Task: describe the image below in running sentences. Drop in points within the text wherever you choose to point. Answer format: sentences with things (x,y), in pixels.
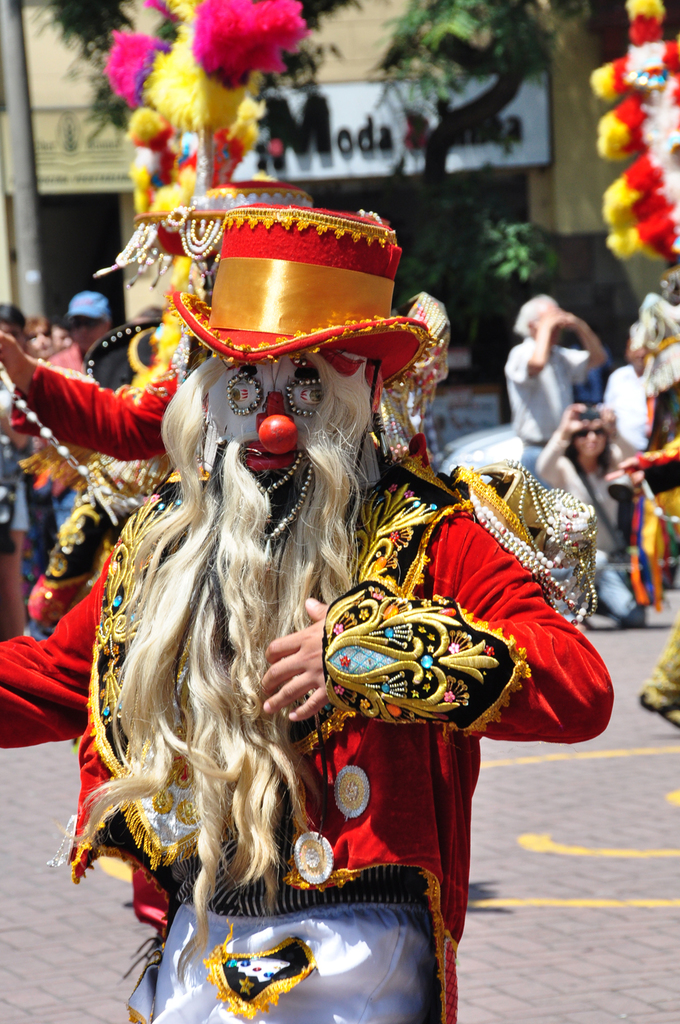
In the center of the image (353,429) we can see a person (252,820) with costumes (304,837). In the background (81,219) we can see persons (137,381), trees (465,76), pole (21,126) and building (355,49).
